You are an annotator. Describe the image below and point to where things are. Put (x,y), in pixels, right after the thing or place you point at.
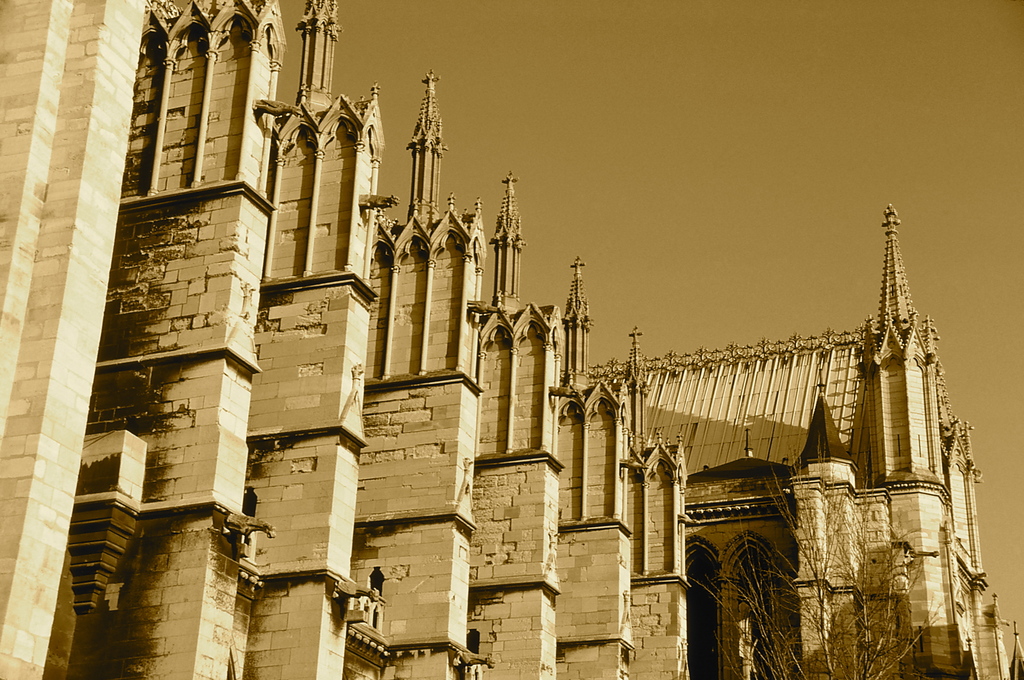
There are buildings (196,356), near a dry plant (784,586). And there are towers (430,111), on the buildings (424,106). In the background (550,73), there is a sky (663,88).
